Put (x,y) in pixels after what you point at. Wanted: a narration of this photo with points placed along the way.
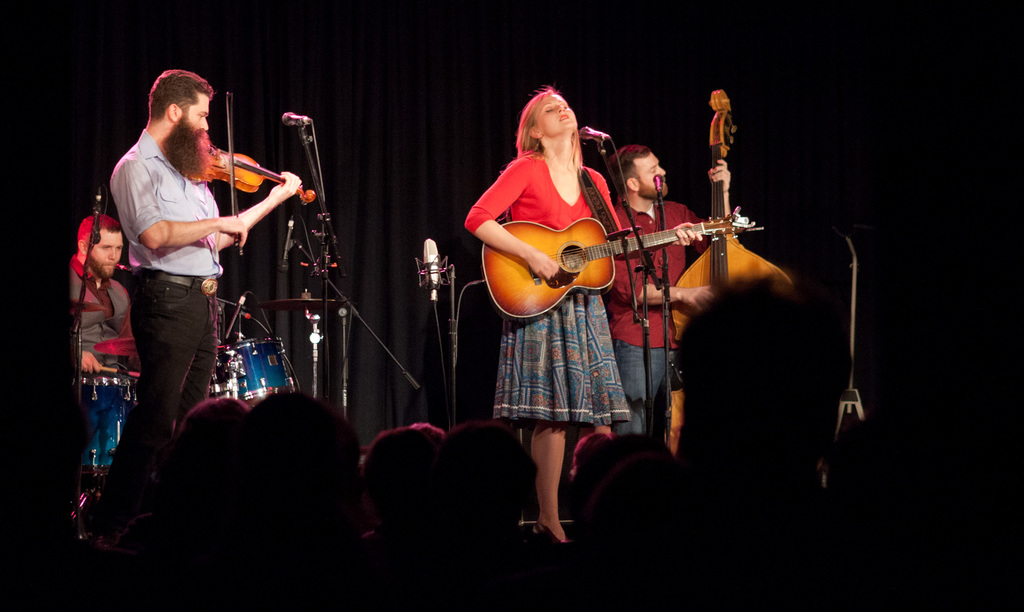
This image is clicked in a concert. There are four persons (185,383) on the dais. In the middle (554,369) the woman (517,189) wearing red top (496,210) and blue skirt (514,393) is playing guitar (676,238). To the right (688,298), the man (670,250) wearing red shirt (655,256) is playing double bass (690,271). At the background (336,23) there is a black curtain (435,39). In the front (330,558) there is crowd (514,545) and the hall (893,481) looks dark.
